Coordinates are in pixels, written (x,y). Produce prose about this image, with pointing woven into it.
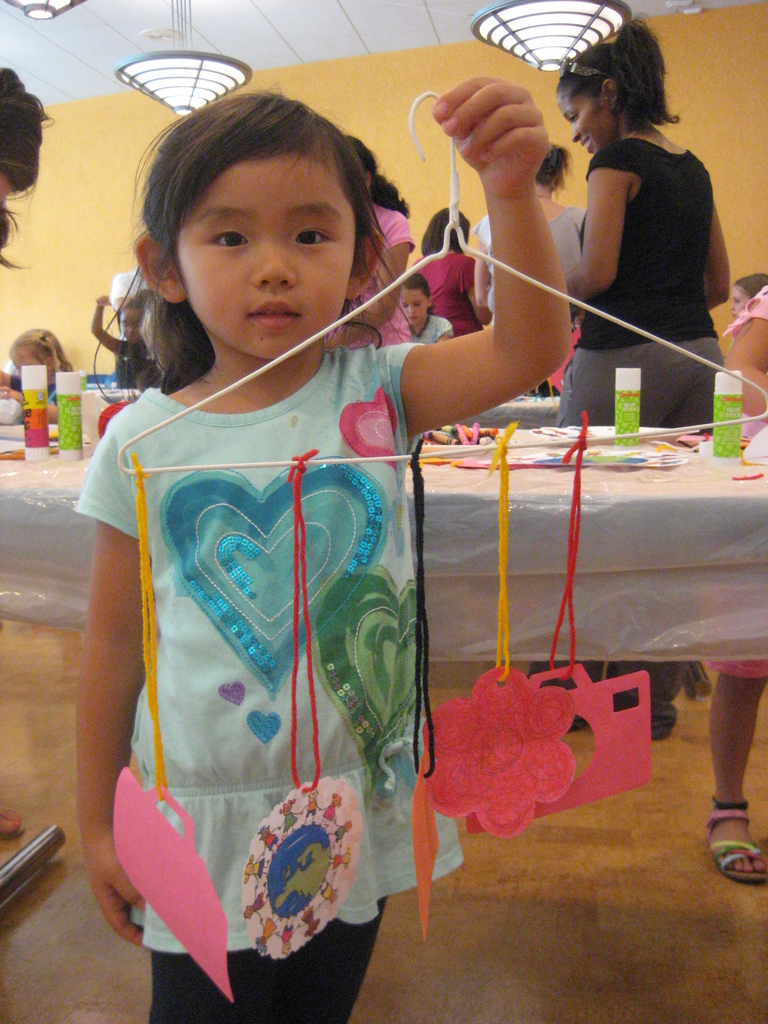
In this image we can see a girl (220,416) holding an object (502,438) and standing. In the background (616,195) we can see some women (429,270) and also the kids (96,319). We can also see the tables (520,406) which are covered with a cover (624,553) and on the table (95,419) we can see the bottles (628,428), papers (593,450). At the top (343,31) we can see the lights (149,65) and also the ceiling (279,34). Image also consists of a rod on the floor (589,919). We can also see the plain wall (409,132).
